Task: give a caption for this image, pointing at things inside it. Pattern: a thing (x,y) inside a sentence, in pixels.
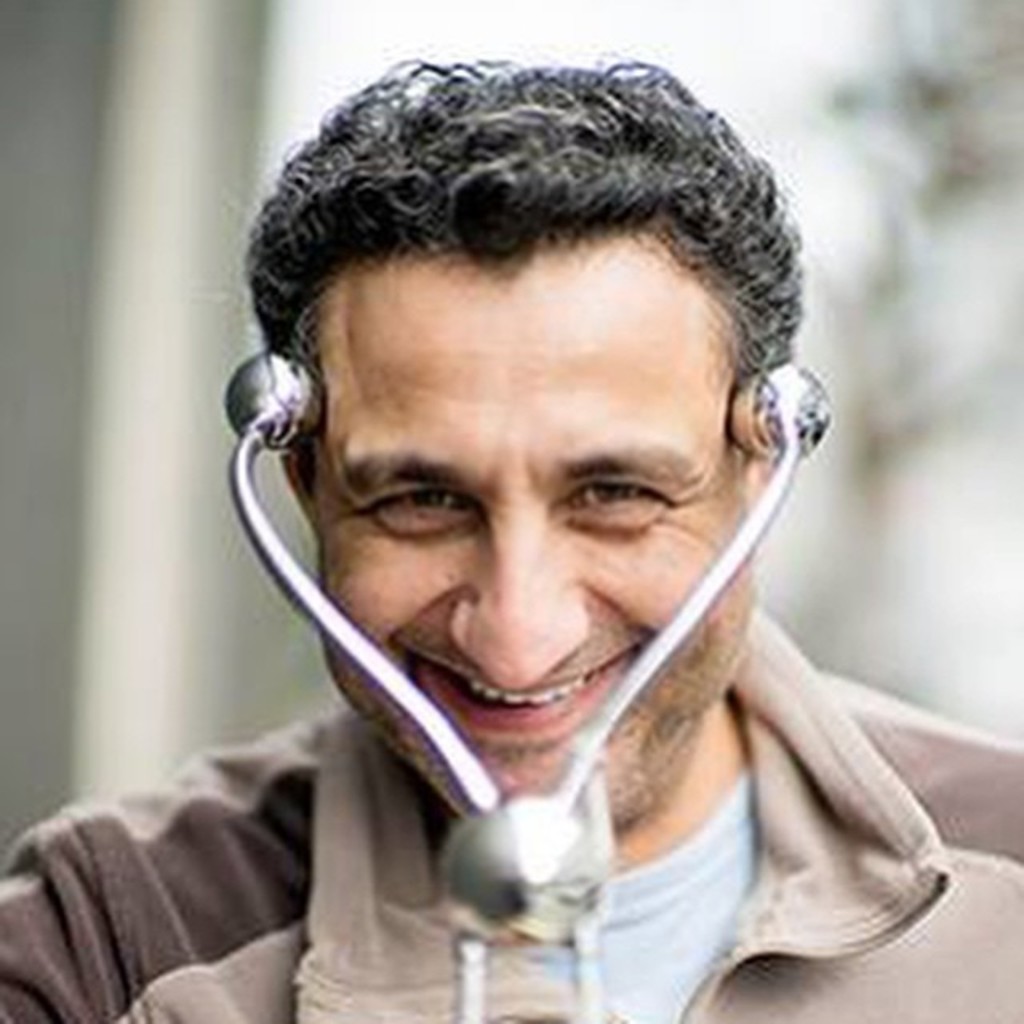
In this image we can see a person (405,569) smiling and there is an object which looks like a stethoscope (484,809) and in the background (971,87) the image is blurred.
